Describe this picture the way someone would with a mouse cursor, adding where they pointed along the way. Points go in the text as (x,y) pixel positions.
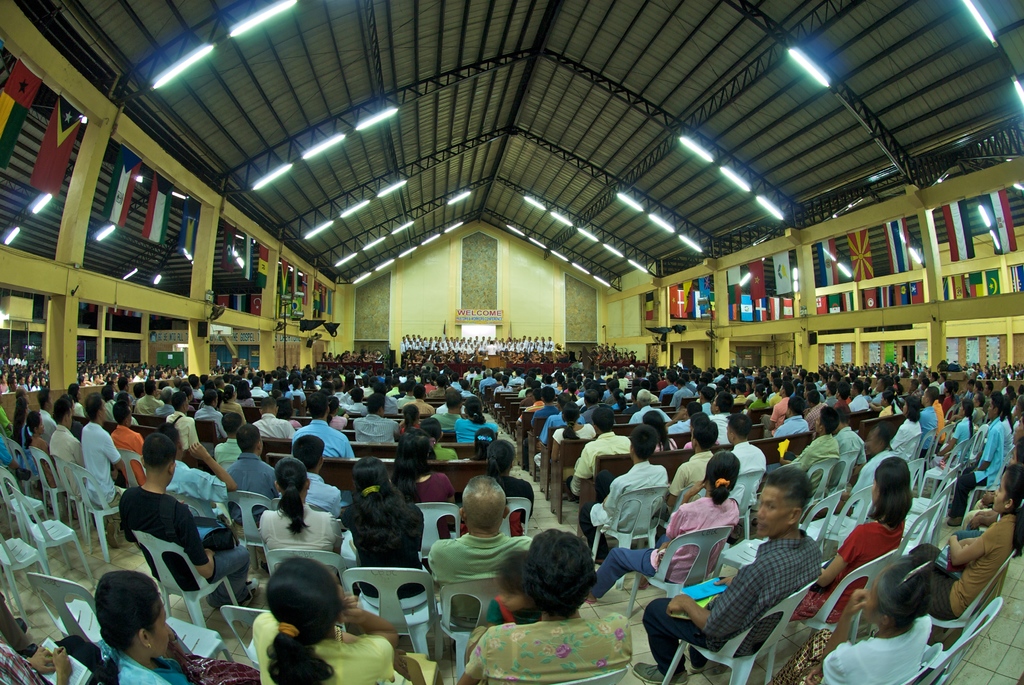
Here there are many people (274,406) sitting on the chairs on the floor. In the background (410,320) we can see wall (424,326), few persons (423,340) standing on the stage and on the left (322,299) and right we can see flags (59,183) hanging to the pole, lights (168,79) on the rooftop (336,164), poles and other objects (682,327).
